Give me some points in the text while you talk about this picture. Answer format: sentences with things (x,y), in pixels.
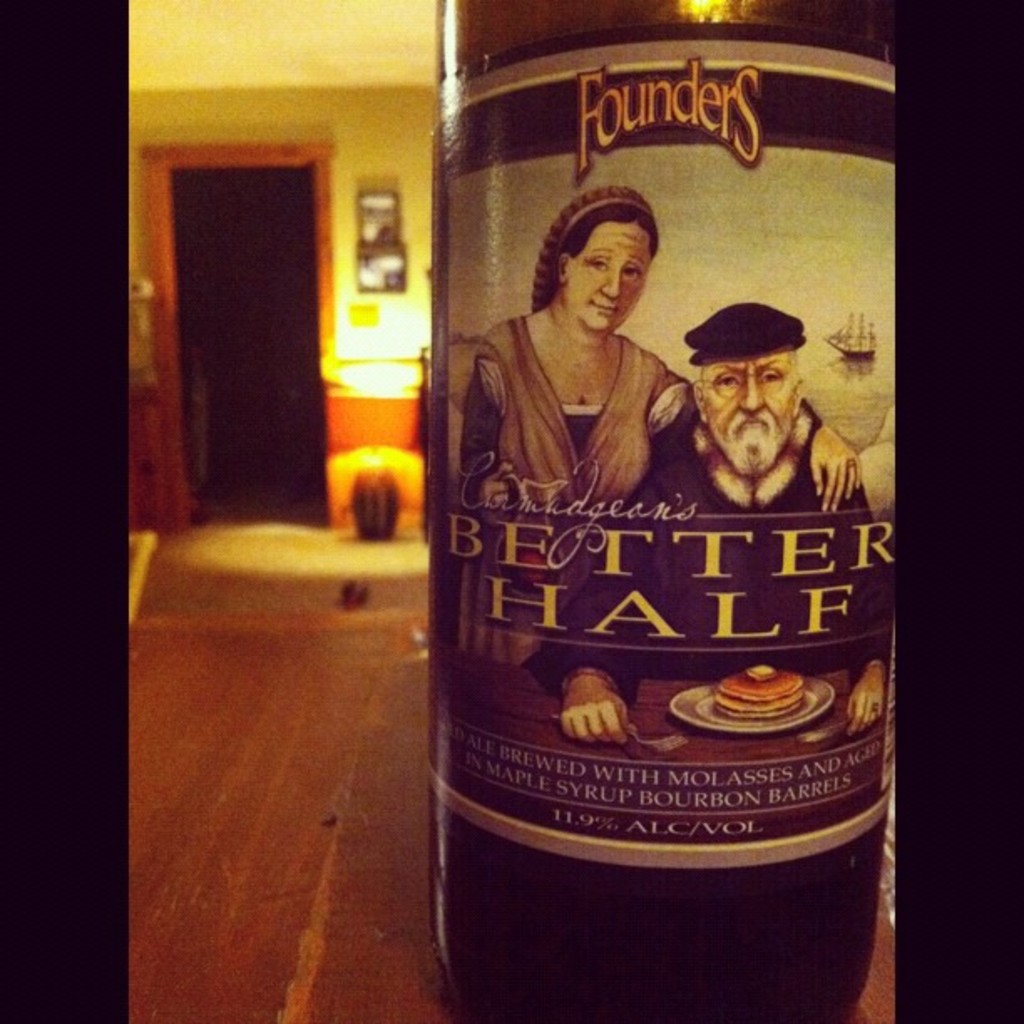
Here we can see a bottle (620,493). On this bottle (837,679) there are two persons (763,447) and a plate (723,726) with food (770,697). In the background (362,115) we can see a wall (390,155) and frames (373,229).
